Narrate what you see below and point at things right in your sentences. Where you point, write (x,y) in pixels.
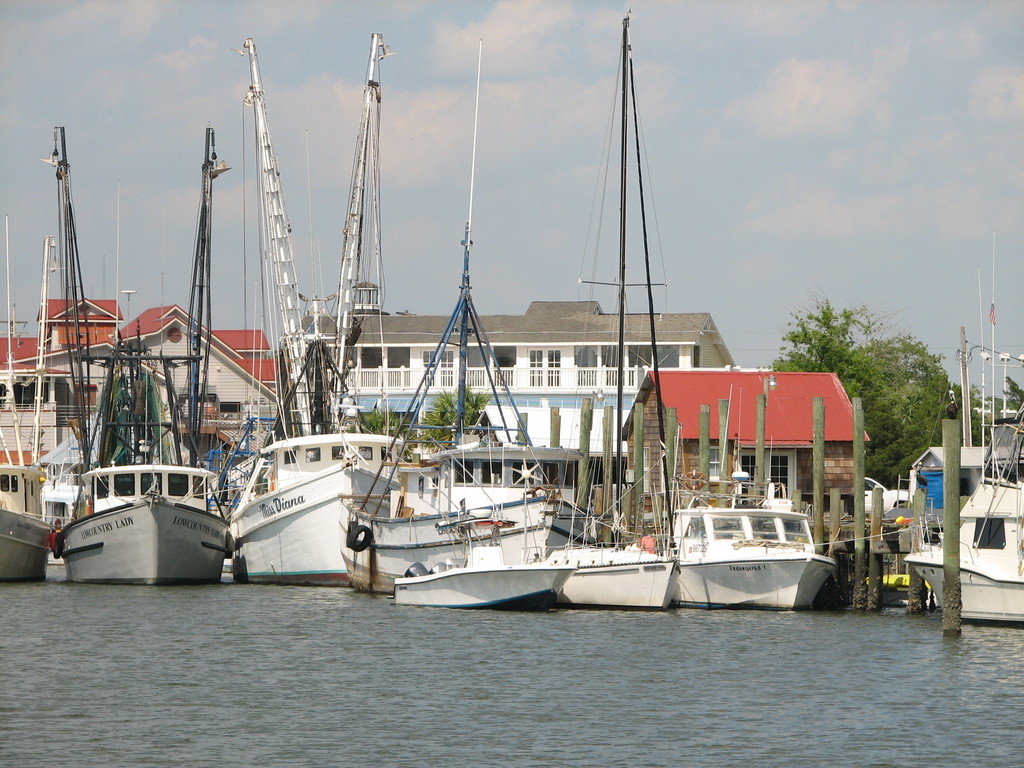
In this image we can see a group of boats (507,489) with poles (438,365) and wires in a large water body (637,679). We can also see some poles (912,578), buildings (512,354) with windows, trees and the sky (665,253) which looks cloudy.
